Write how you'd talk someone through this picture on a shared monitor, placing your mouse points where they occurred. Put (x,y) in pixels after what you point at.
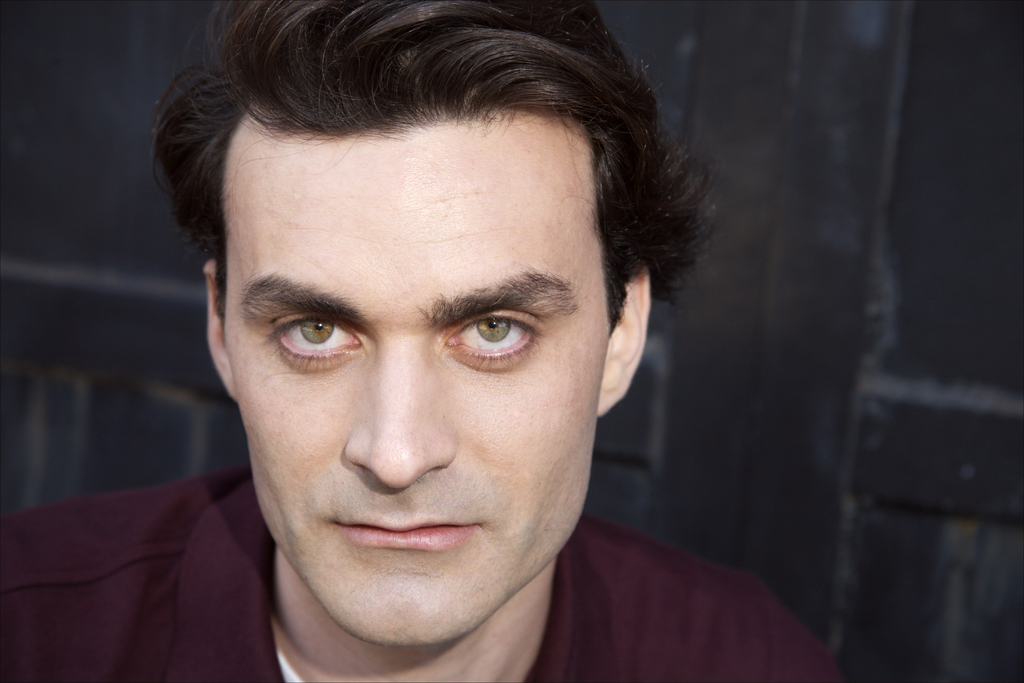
In this picture we can see a man (466,478).
